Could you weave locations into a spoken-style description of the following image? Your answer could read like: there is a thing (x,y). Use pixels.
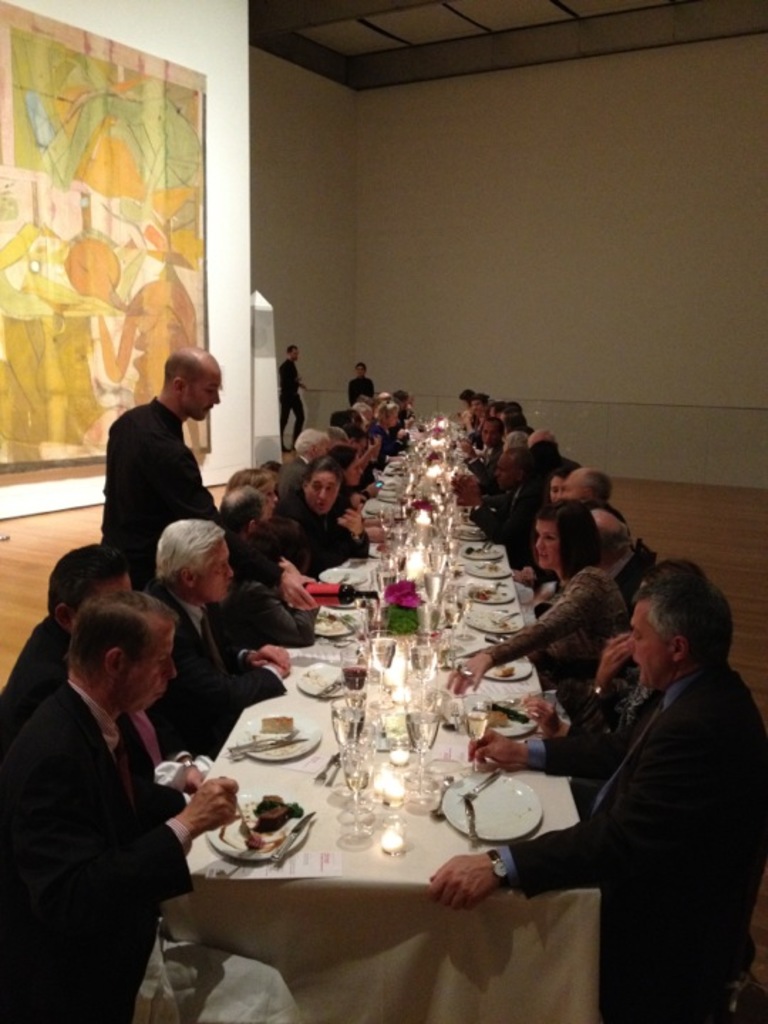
There are group of people (532,456) sitting in front of a table (463,546) which has some eatables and drinks (444,712) on it.
